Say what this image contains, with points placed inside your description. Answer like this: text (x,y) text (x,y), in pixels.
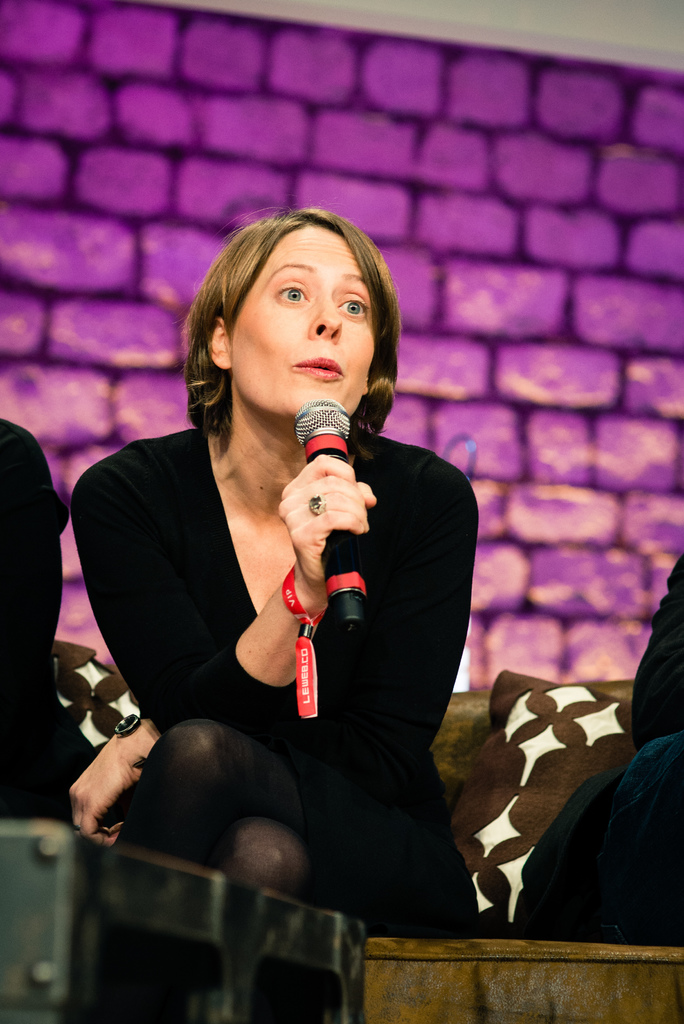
In this picture we can see few people (201,657), in the middle of the given image a woman (270,510) is seated and she is talking with the help of microphone (332,422), in the background (496,178) we can see a wall (505,238).
